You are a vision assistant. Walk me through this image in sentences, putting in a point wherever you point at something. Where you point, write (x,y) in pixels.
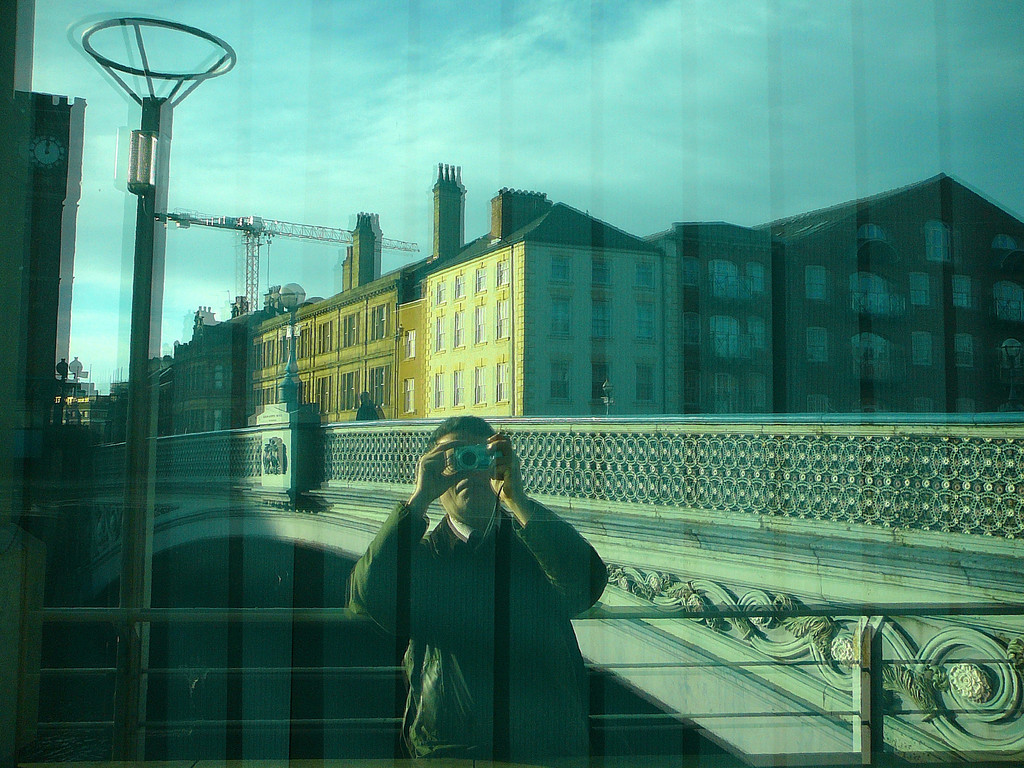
In this picture we can see the glass object (377,65) and we can see the reflections (215,239). In the foreground (523,570) there is a person (469,480) holding a camera (474,456), standing and seems to be clicking pictures and we can see the metal rods (181,612). In the background (651,455) we can see the railing (378,439) and a person (373,409) seems to be walking on the ground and we can see the buildings (557,336), sky (369,201), metal rods (256,235) and many other objects (75,370). On the left (61,131) there is a clock (46,147) hanging on the wall (49,128) of a tower (46,235).
